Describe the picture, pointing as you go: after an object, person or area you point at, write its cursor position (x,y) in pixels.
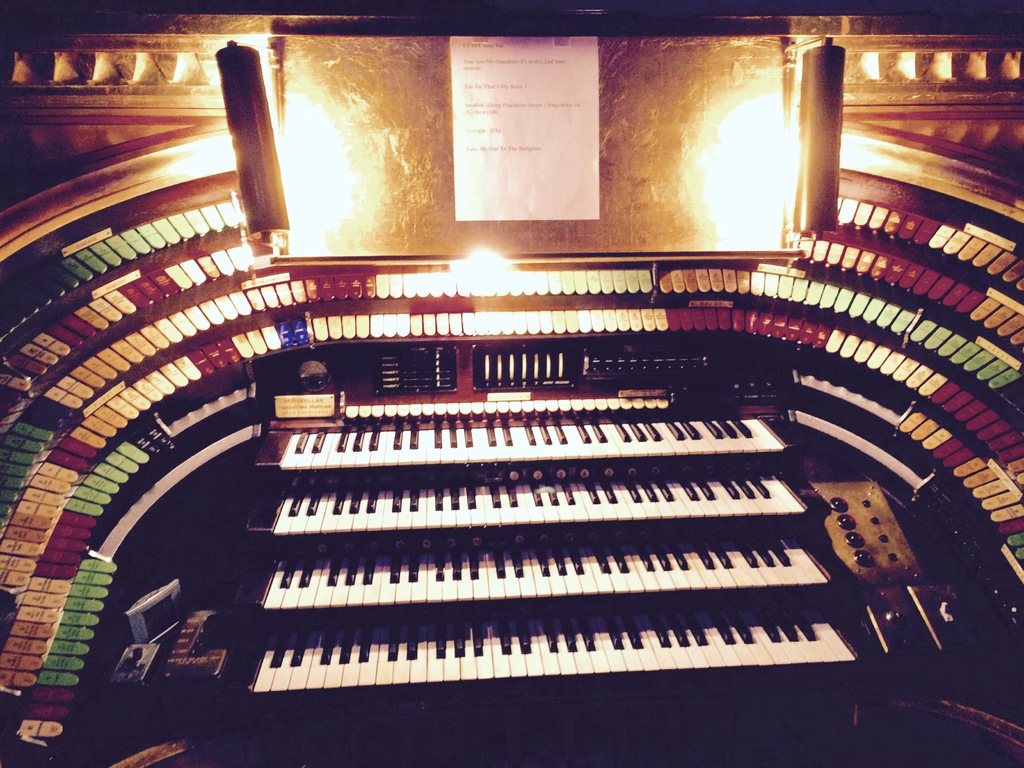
In this image I can see an organ (501,363), in front I can see a paper (508,84) attached to the board (429,84).
